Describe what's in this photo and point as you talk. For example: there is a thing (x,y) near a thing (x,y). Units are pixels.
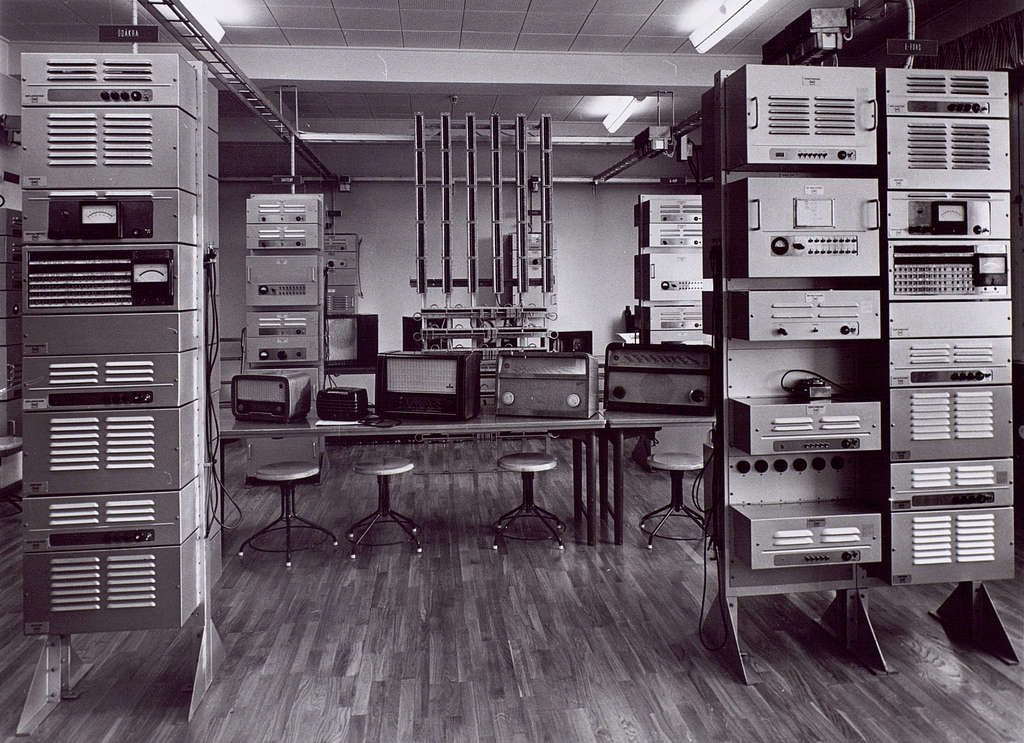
In this image there is floor (491,700) at the bottom (441,666). There are metal objects (167,171) on the left (131,302) and on the right corner (956,569). There are stools (262,477), tables (437,431) and there are objects (678,408) on the tables (691,419) in the foreground (431,516). There are metal objects (528,265) and there is a wall (436,252) in the background (402,275). And there are lights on the roof (621,88) at the top (589,90).
